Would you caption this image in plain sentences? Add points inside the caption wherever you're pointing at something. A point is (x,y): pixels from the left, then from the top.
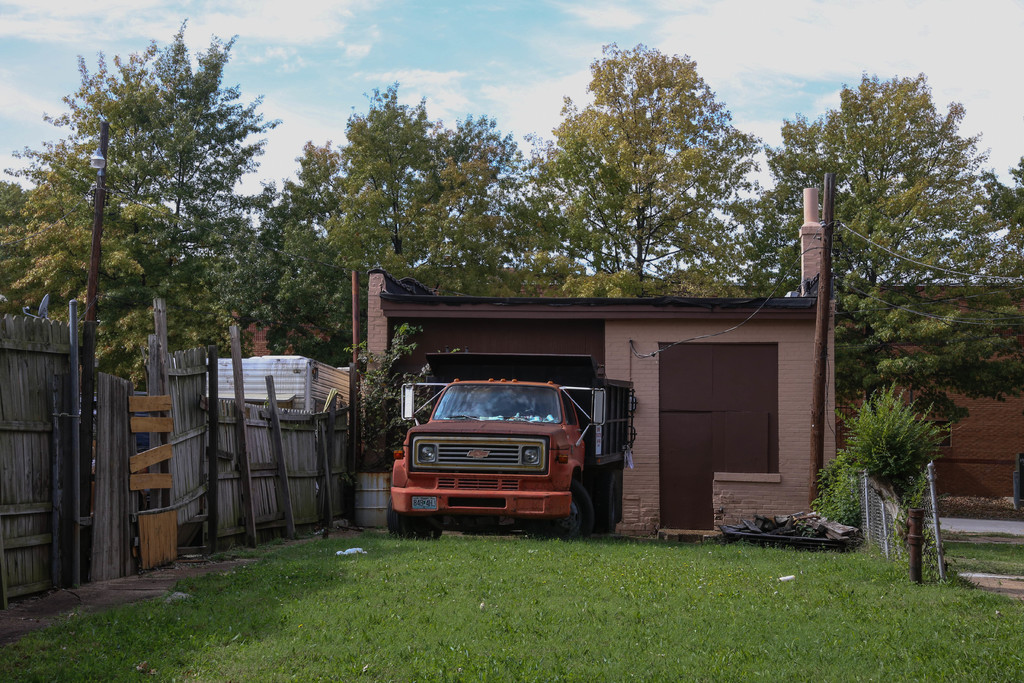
In the middle of the image (521,366) we can see a truck (543,450) on the grass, in the background (945,361) we can see few trees (933,325), cables (691,338) and clouds (516,97), on the right side of the image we can see fence (926,500).
